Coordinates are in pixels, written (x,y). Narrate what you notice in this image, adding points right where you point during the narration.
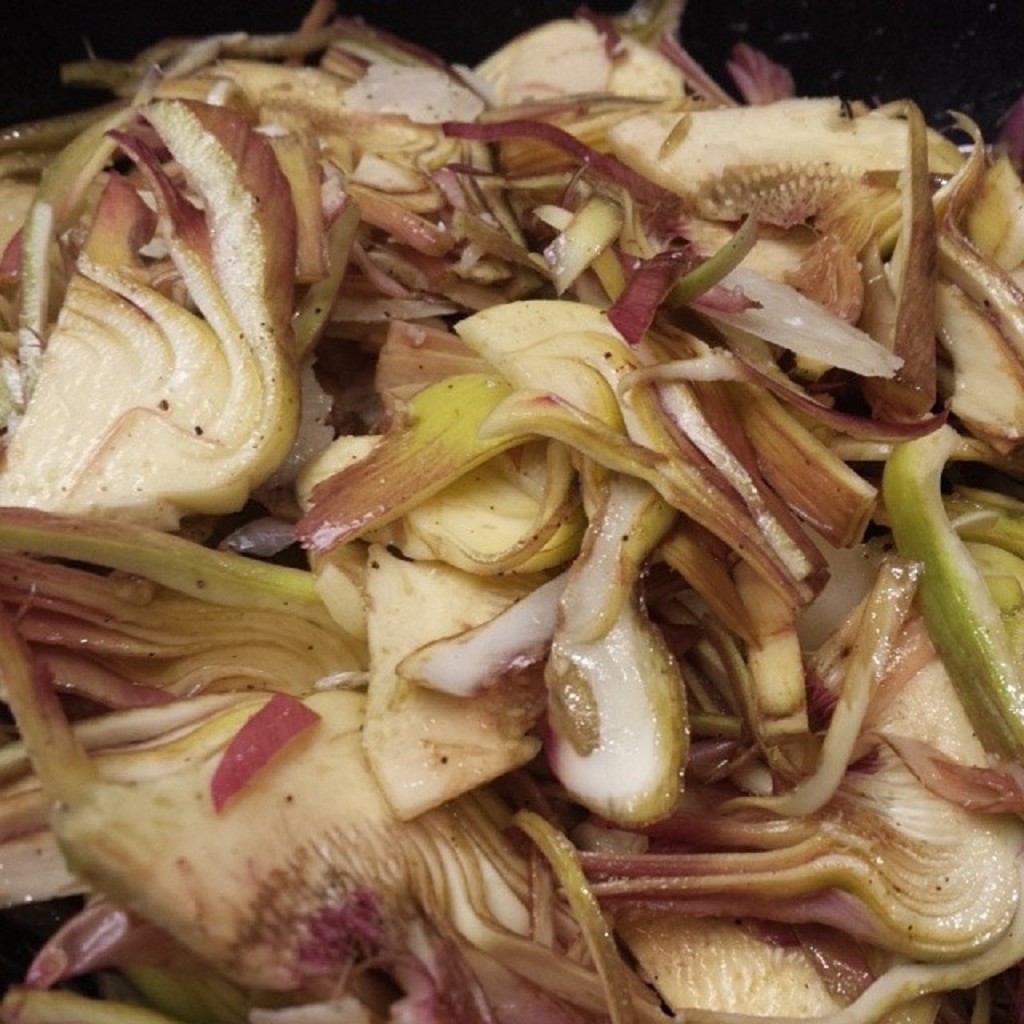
In the center of the image (499,498) we can see some food item (742,560), in which we can see onion slices (540,587) and some other vegetable slices (708,655).
